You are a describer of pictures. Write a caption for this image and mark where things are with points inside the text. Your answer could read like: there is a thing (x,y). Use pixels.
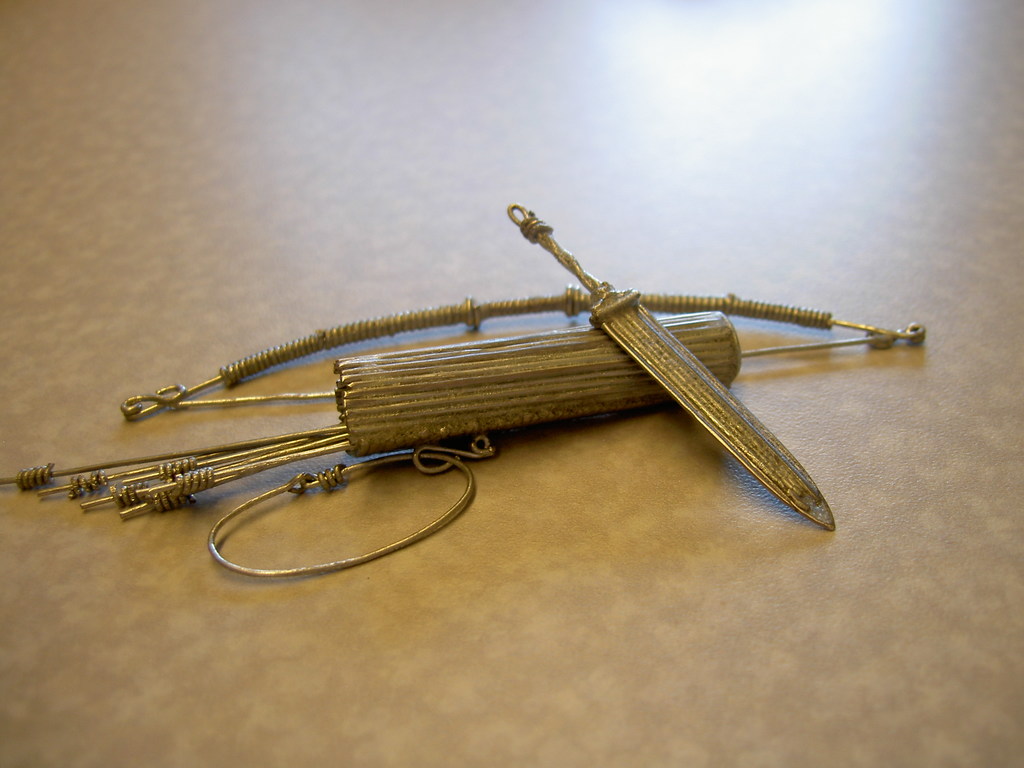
In this picture there is an artificial bow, arrows (212,450) and sword (799,493) on the floor (611,669).
